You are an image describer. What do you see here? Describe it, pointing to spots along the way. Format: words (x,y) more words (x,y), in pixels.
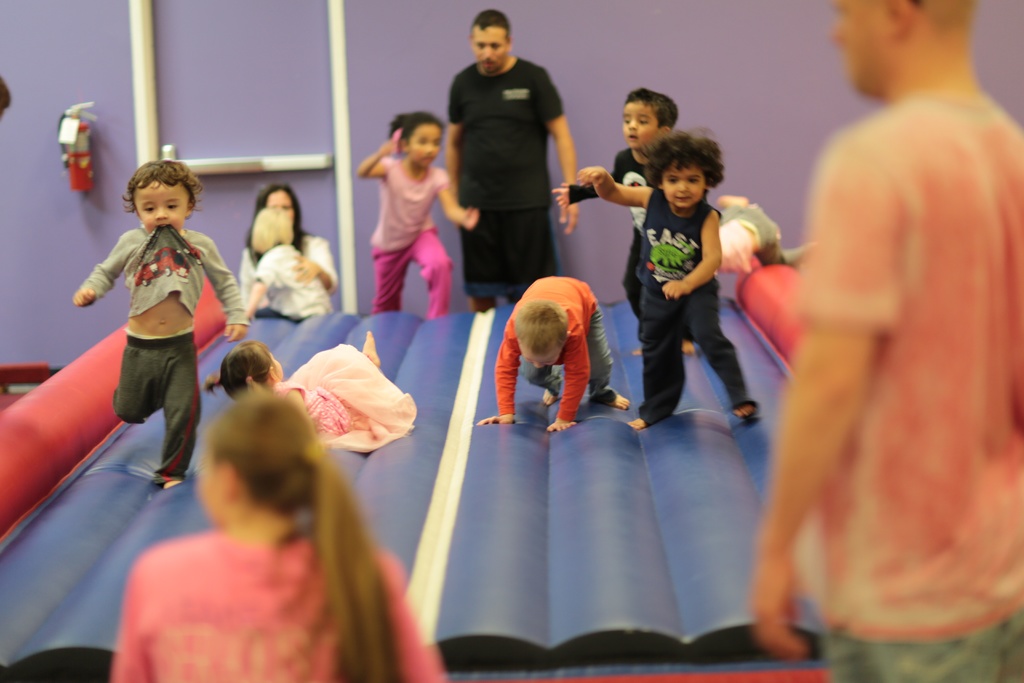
In this picture we can see a few kids (576,370) on an inflatable bouncer (525,644). We can see a kid (644,396) running on this bouncer (88,521). There is a woman (296,550) and a man (853,490) is visible on the right side (864,455). We can see a woman (331,279) holding a kid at the back (312,285). There is a person (520,107) standing. We can see a fire extinguisher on the wall (45,135) in the background (76,127).
